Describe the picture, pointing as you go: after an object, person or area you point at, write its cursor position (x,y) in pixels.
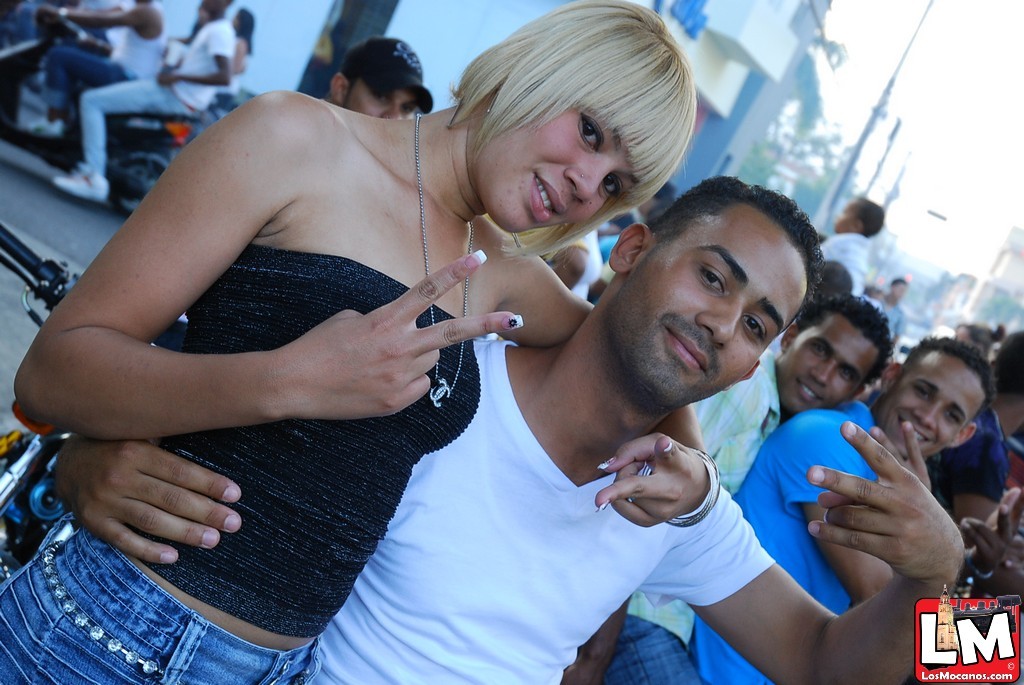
In this image I can see group of people (677,408). In front (317,541) the person (262,555) is wearing black and blue color dress (333,531). In the background (731,99) I can see few poles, buildings (711,71) and the sky (871,42) is in white color.
